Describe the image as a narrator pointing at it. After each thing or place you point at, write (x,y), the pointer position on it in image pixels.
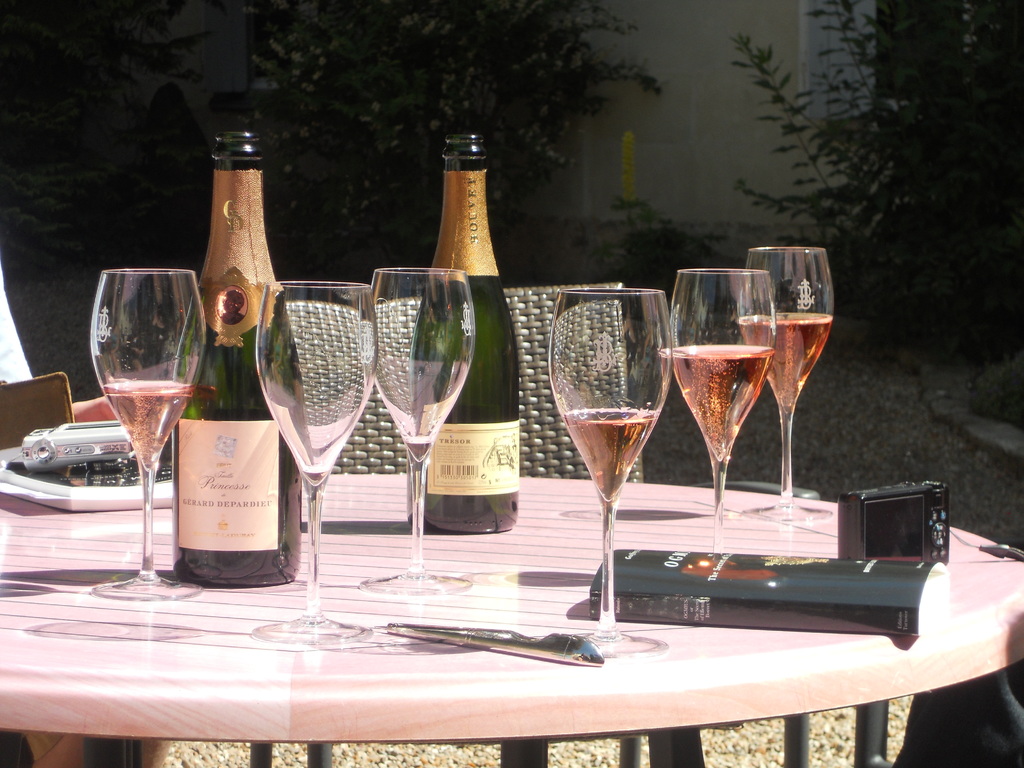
Bottom of the image (24,546) there is a table (485,568) on the table (45,614) there are some glasses (427,397) and bottles (416,336) and there are some cameras (45,447) and there are some products (927,568). Behind them there is a chair (354,462) and there are some plants (295,66).
